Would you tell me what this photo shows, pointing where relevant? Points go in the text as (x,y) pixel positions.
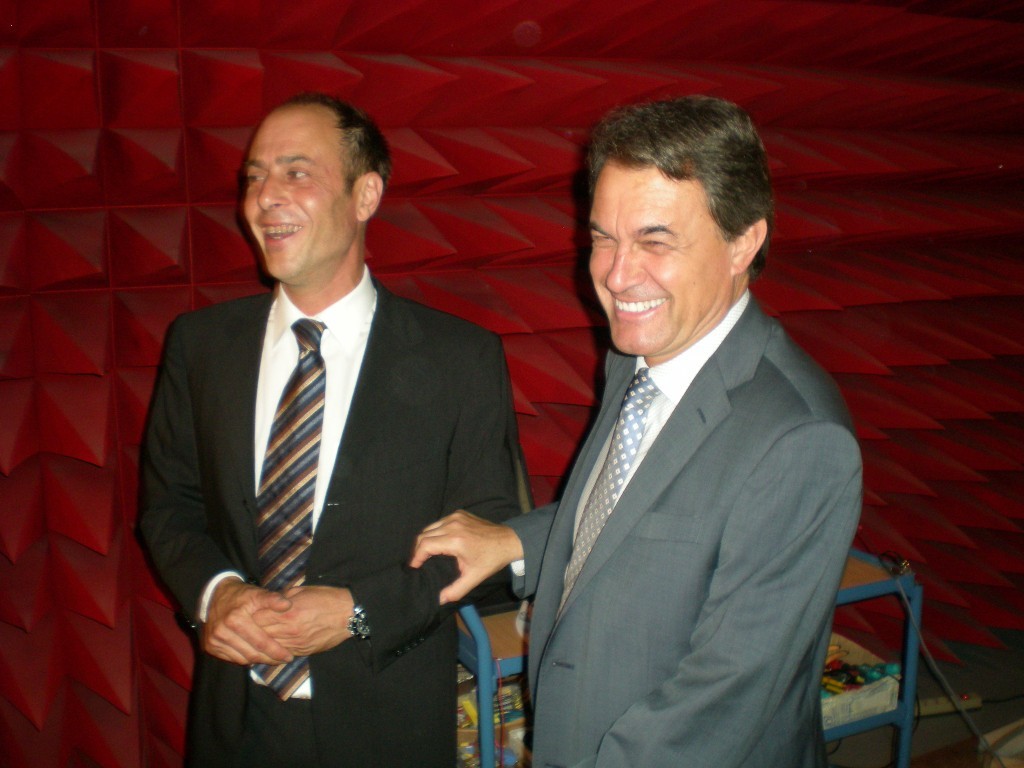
In this image I can see two persons (588,669) standing and smiling. They are wearing black and ash color coats (795,528). Back Side I can see a blue color rack (885,578) and some object (856,663) on it. I can see a red color background (600,56).
